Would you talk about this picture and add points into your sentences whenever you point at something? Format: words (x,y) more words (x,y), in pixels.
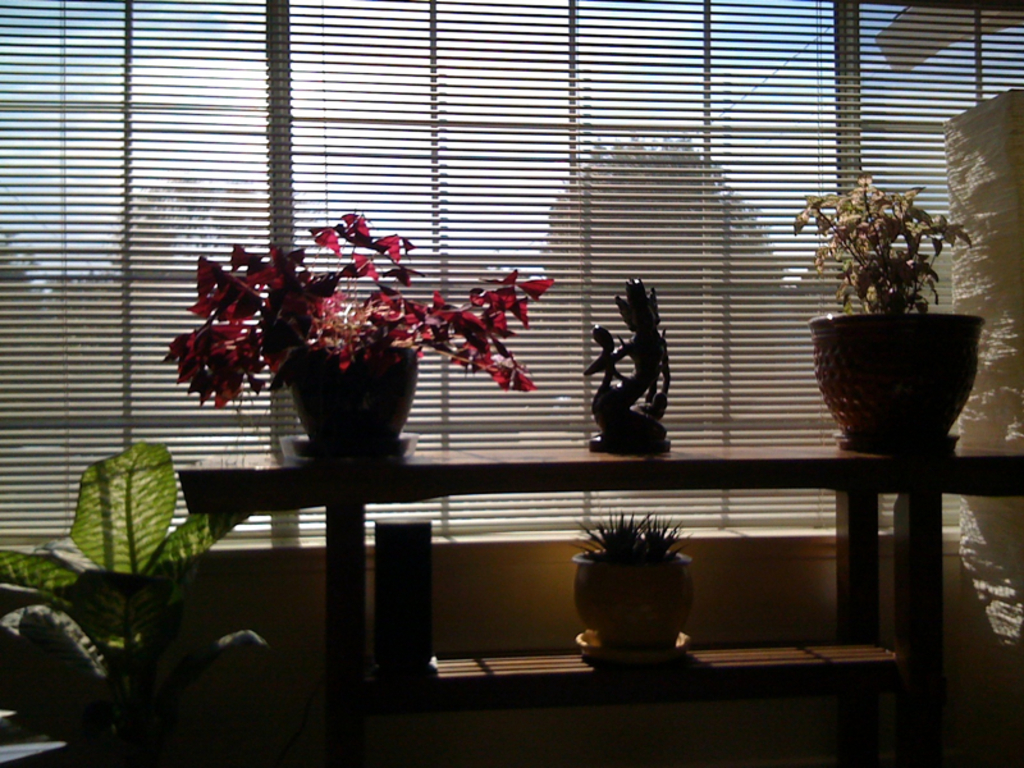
In this picture, we can see the glass wall (524,153), with window blind (497,273), we can see table (456,662) and some objects (211,526) like plants (124,720) in pot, we can see some object (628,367) on the left side of the picture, we can see trees (574,194), and the sky (407,69) from the glass wall (708,105).
